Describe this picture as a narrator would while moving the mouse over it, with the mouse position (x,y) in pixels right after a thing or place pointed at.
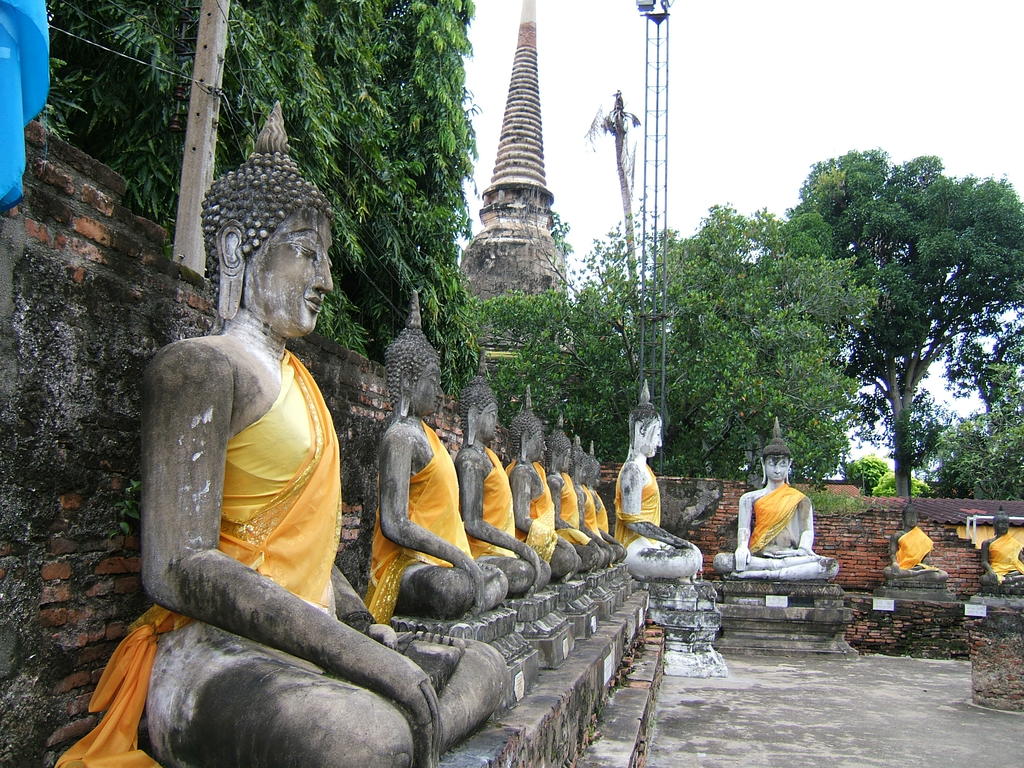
There are many sculptures (530,516). Back of that there is a brick wall (718,490). Also there are trees (673,236), building (527,180), sky (718,143) and tower (657,170).
